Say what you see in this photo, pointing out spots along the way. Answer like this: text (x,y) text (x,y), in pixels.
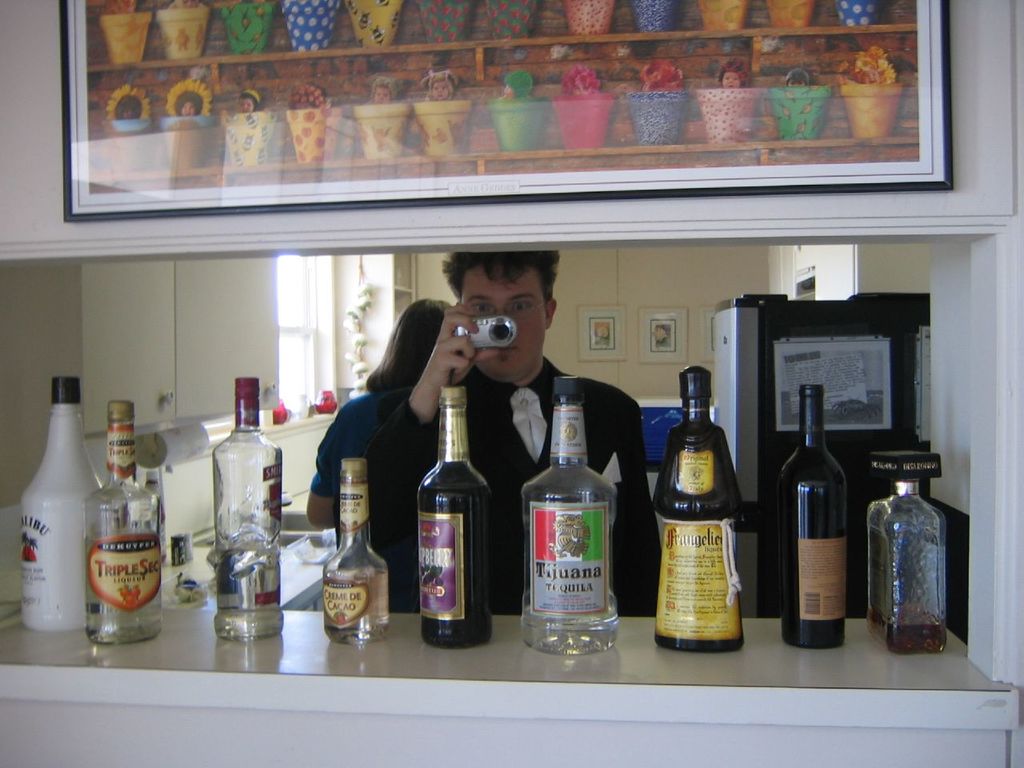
In this picture we can see bottles (595,569) on a platform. This is a refrigerator (845,316). We can see frames (617,321) over a wall (629,304). this is a window (286,319). We can see a man (537,346) holding a camera (497,329) in his hand (445,363). At the top (705,67) we can see a photo frame (398,135).
